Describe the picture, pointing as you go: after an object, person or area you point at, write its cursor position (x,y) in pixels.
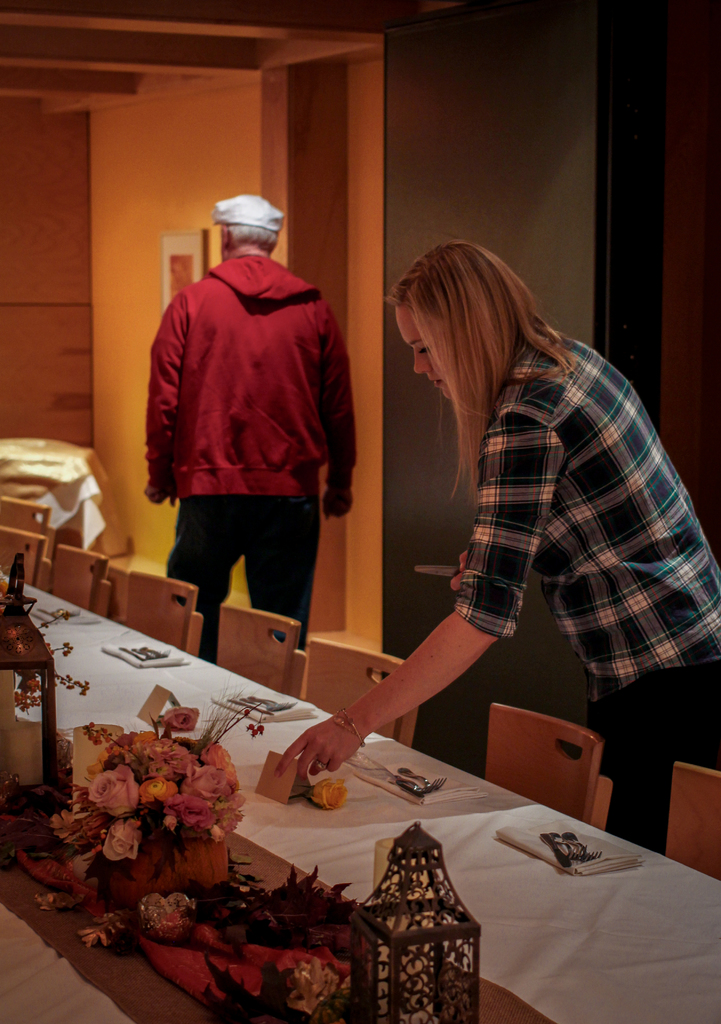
In this picture there is a woman (361,704) keeping some objects (408,787) on the table (600,935) and there is a man (335,324) standing behind her.
